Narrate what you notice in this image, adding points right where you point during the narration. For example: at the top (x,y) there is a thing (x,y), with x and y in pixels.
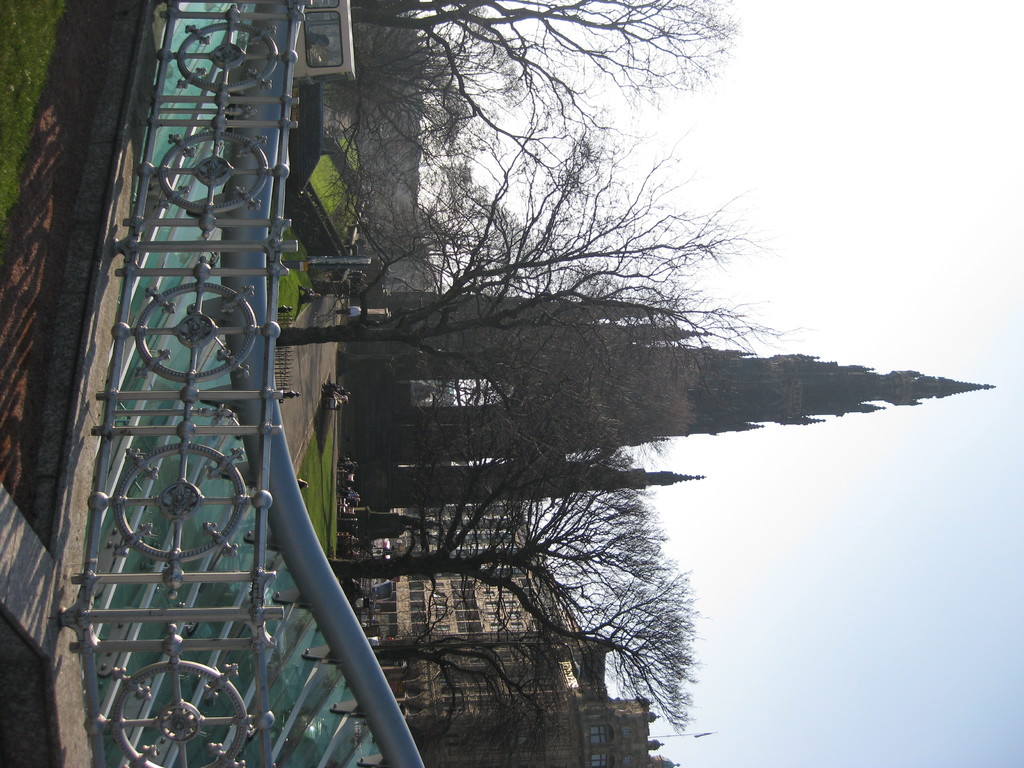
This is a rotated image. In this image there is a railing (194,341), behind the railing (189,328) there is a person (319,47) sitting in the vehicle (315,67) and moving on the path (307,370) and there is a person (355,319) walking on the path (310,400), a few (337,391) are sitting on the bench (332,407). In the background (362,391) there are trees (512,585), building (471,608) and the sky (838,554).
